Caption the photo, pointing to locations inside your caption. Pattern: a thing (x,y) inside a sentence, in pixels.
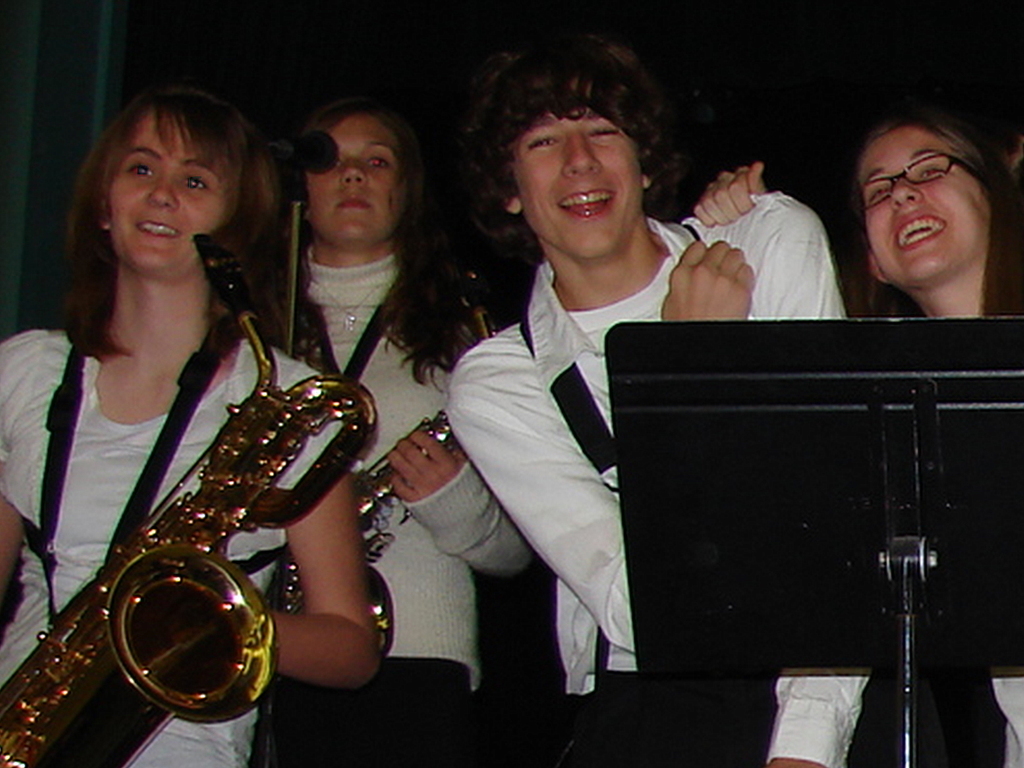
In this picture, we see four people (447,369) are standing. Three of them (490,375) are smiling. Two women (284,326) on the left side (298,403) is holding a saxophone (246,599) in their hands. Beside them, we see a microphone (309,147). On the right side (907,436), we see a music stand (872,523) in black color. In the background (460,123), it is black in color. This picture might be clicked in the dark.
